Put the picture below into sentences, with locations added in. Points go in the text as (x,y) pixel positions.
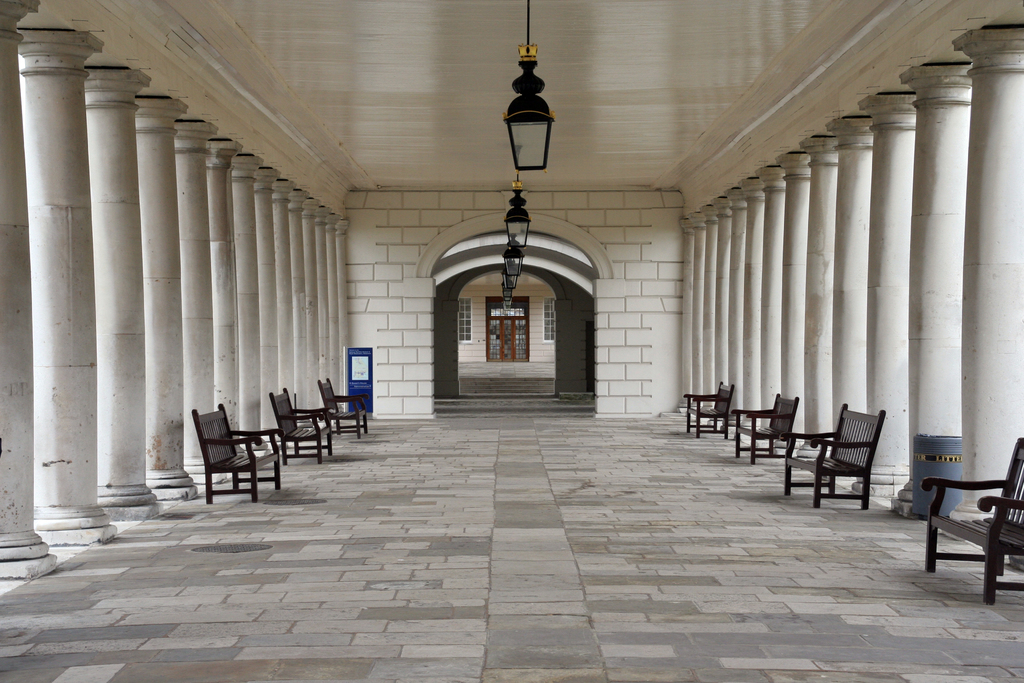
In this picture we can see there are chairs (859,469), a plastic container (915,467) and an object (349,392) on the floor (327,476). On the left (272,422) and right side of the chairs (297,408) there are pillars (328,369). Behind the chairs (365,404) there's a wall (483,316) and a door (513,311). At the top (521,183) there are lights (510,237).
